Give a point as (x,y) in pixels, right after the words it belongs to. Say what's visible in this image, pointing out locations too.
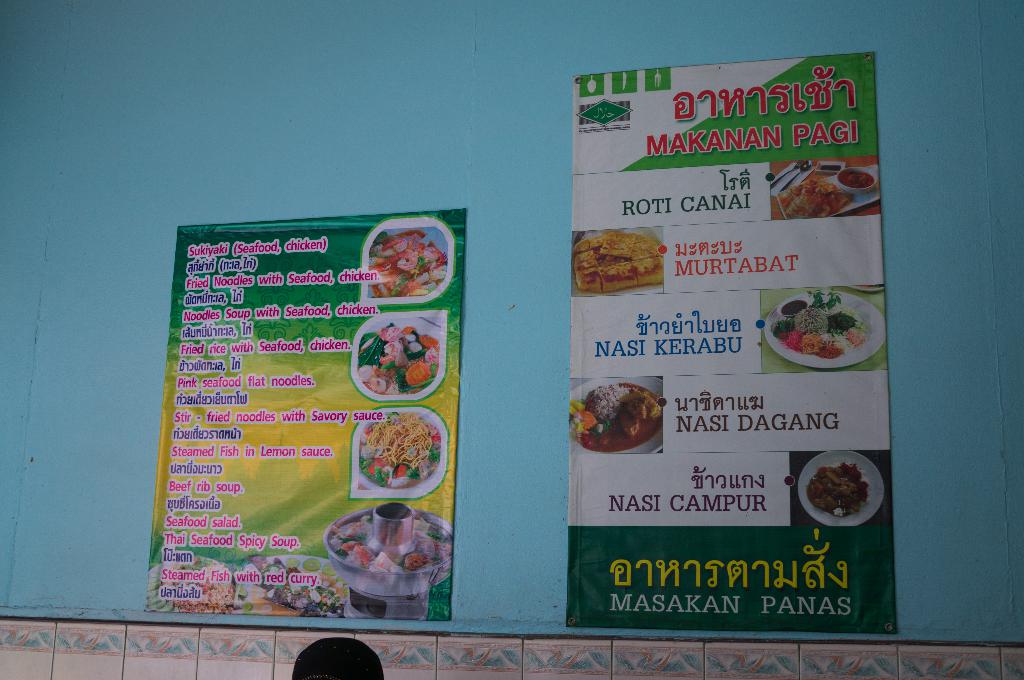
In this picture, there are two banners (236,335) to a wall (450,193). On the banner (441,446), there is a text (707,471) and pictures (645,385) of food (434,458). At the bottom (383,646), there are tiles (600,657).
